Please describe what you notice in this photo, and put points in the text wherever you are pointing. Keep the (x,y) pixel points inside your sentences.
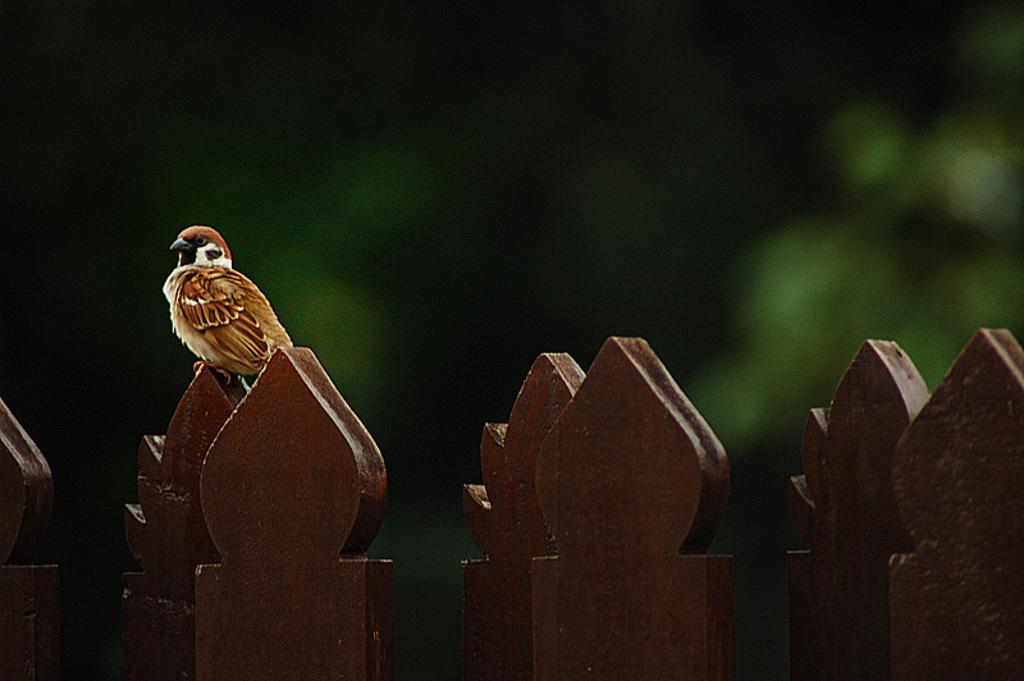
At the bottom of the picture (327,580), we see the wooden fence (498,567) and we see the bird (193,235) is on the wooden fence (274,393). It is in brown color. In the background (483,286), it is in green color. This picture is blurred in the background (399,254).
